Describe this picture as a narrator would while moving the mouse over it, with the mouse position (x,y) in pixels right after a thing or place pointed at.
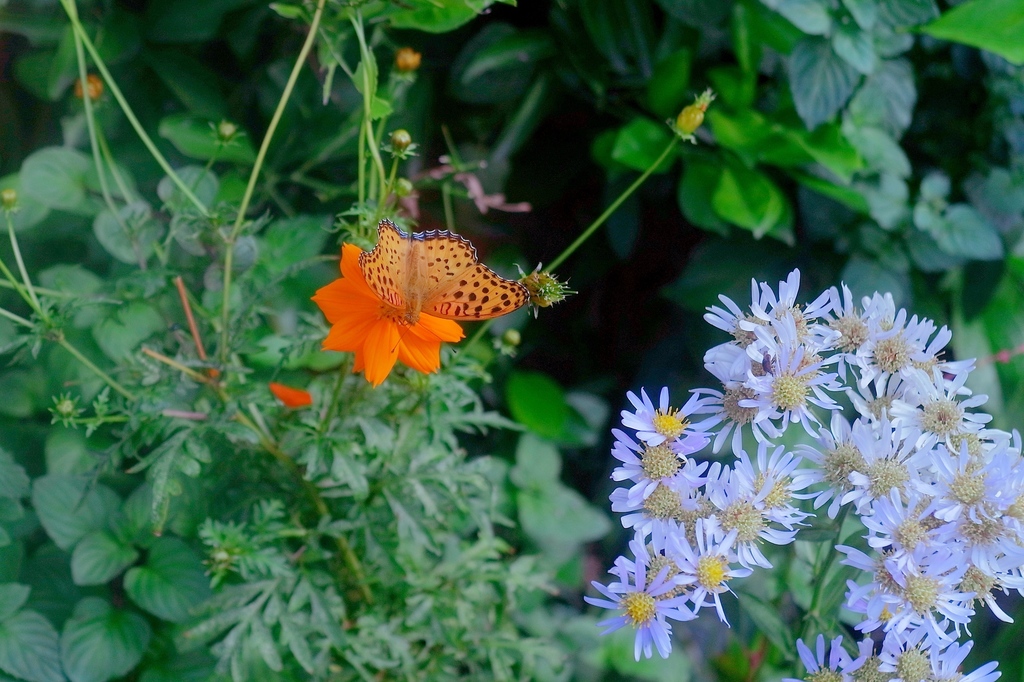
In the picture I can see the flowering plants (919,599) and green leaves (726,203). I can see a flying insect (398,303) on the flower (436,340).
